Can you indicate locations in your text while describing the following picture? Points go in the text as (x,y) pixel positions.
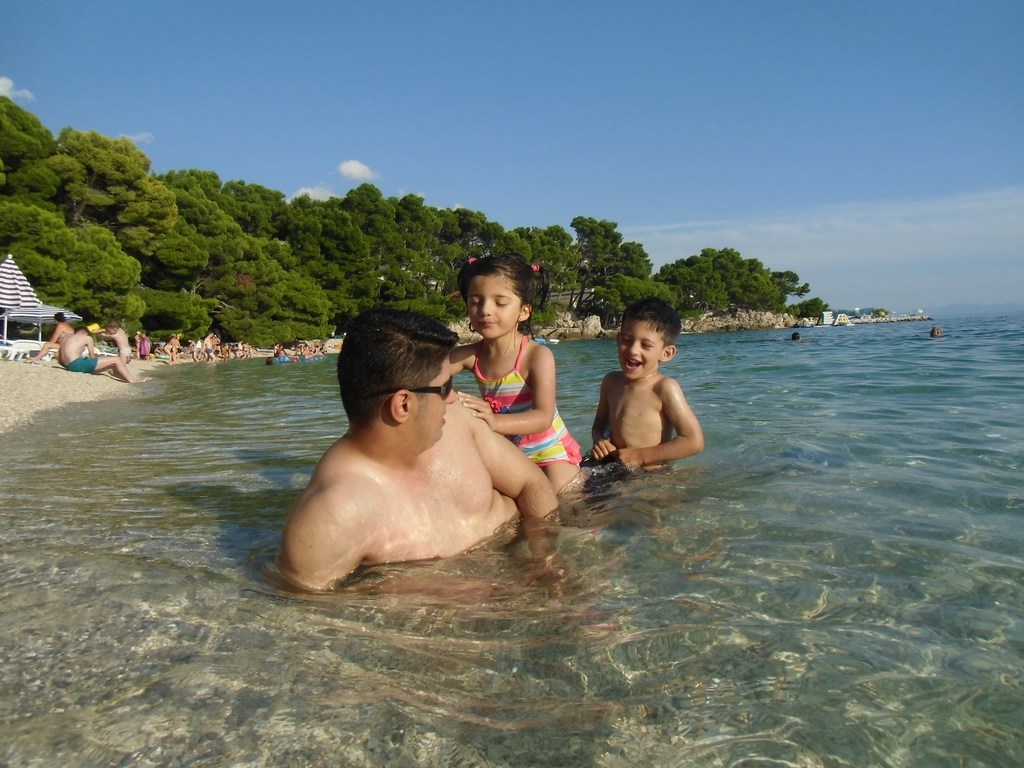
In this image, we can see a man (389,492) and two kids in the water (224,623), there are some people (85,363) sitting at the seashore (49,380), we can see some green trees (282,265), at the top (748,235) there is a blue sky (572,78).
